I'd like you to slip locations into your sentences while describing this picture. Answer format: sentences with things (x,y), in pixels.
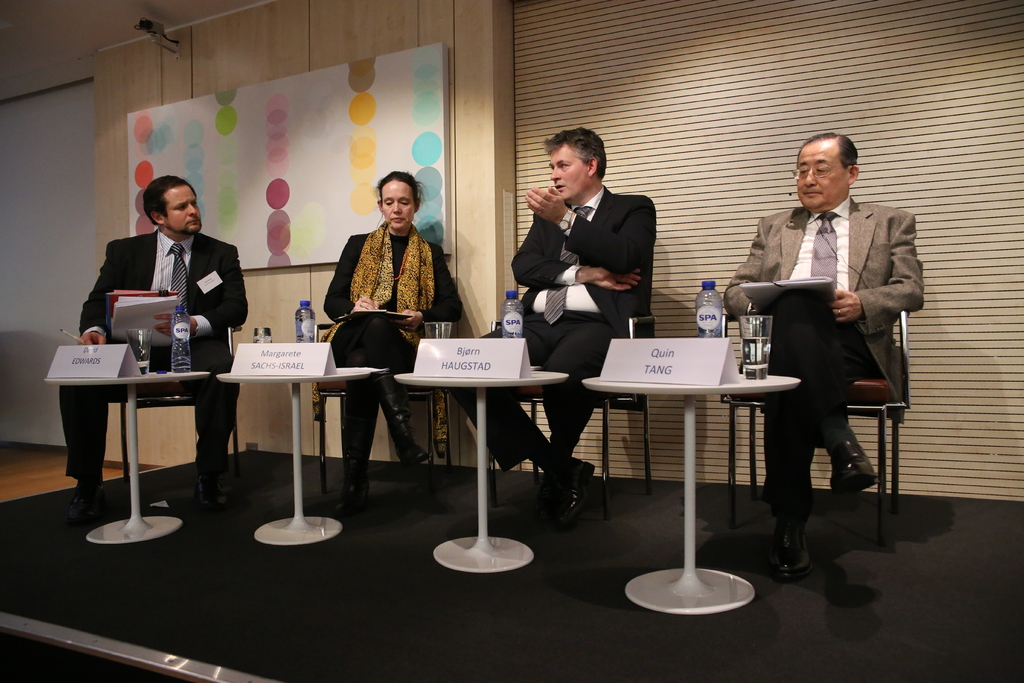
This picture is of inside including tables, chairs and a group of people (580,234). There is a bottle (715,311), glass of water (751,339) and a name plate (676,359) placed on the top of the table (656,393). In the center (588,244) there is a Man (554,270) sitting on a chair (630,317) and talking and there are group of people (195,223) sitting on the chairs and in the background (156,31) there is a wall mounted camera (168,45) and a board (335,170).
